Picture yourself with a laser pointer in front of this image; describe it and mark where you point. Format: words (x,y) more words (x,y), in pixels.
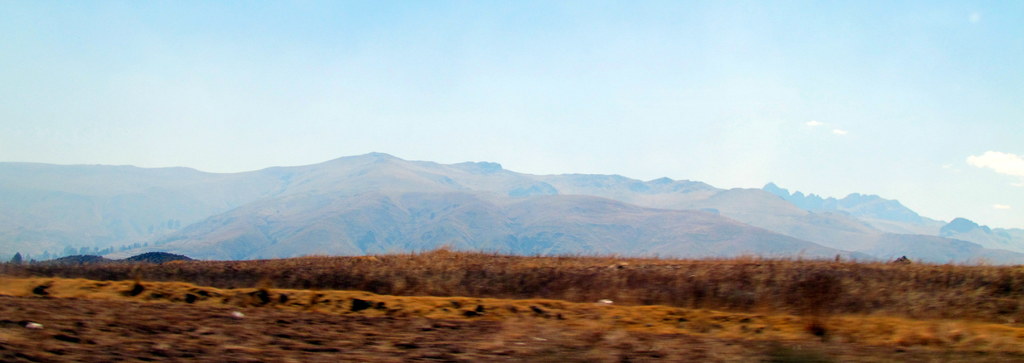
There is a field (418,303) and a grassy land (359,312) present at the bottom of this image (418,320). We can see mountains (346,231) in the middle of this image (520,226) and the sky (458,117) is in the background (479,111).
